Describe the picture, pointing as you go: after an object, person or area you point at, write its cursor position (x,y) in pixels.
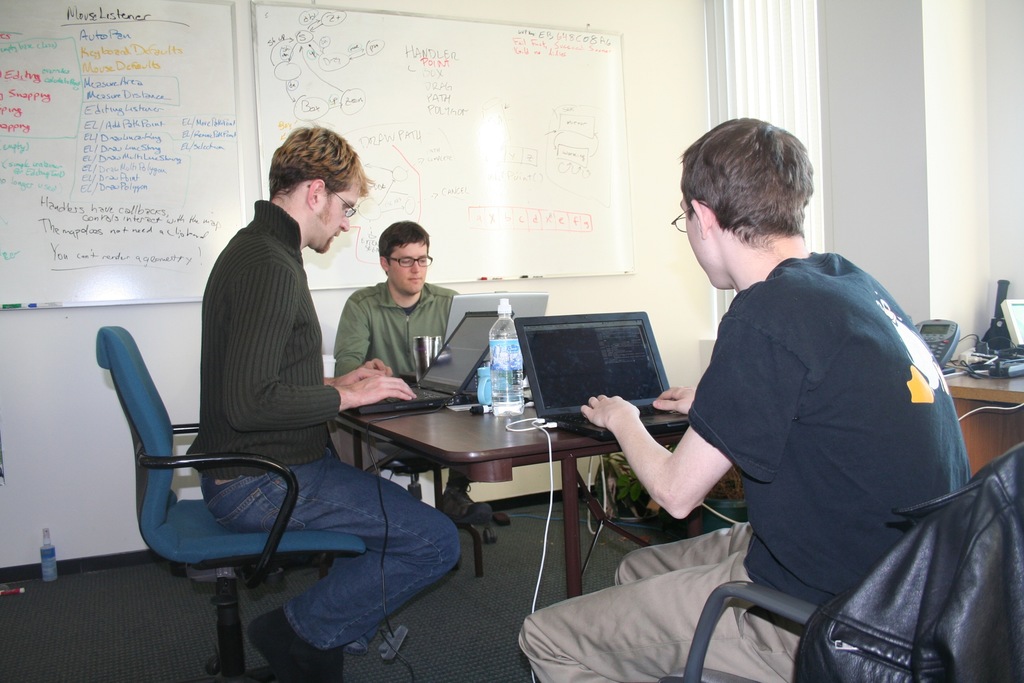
In this image In the middle (646,398) there are three laptops (542,357), bottle (513,379) and cup (489,391), in front of the table (442,423) there are three men (761,481) sitting and working on the laptops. In the background (678,264) there are two whiteboards (472,175), pillar (957,297), telephone (944,342), table (976,395) and wall (72,430).
